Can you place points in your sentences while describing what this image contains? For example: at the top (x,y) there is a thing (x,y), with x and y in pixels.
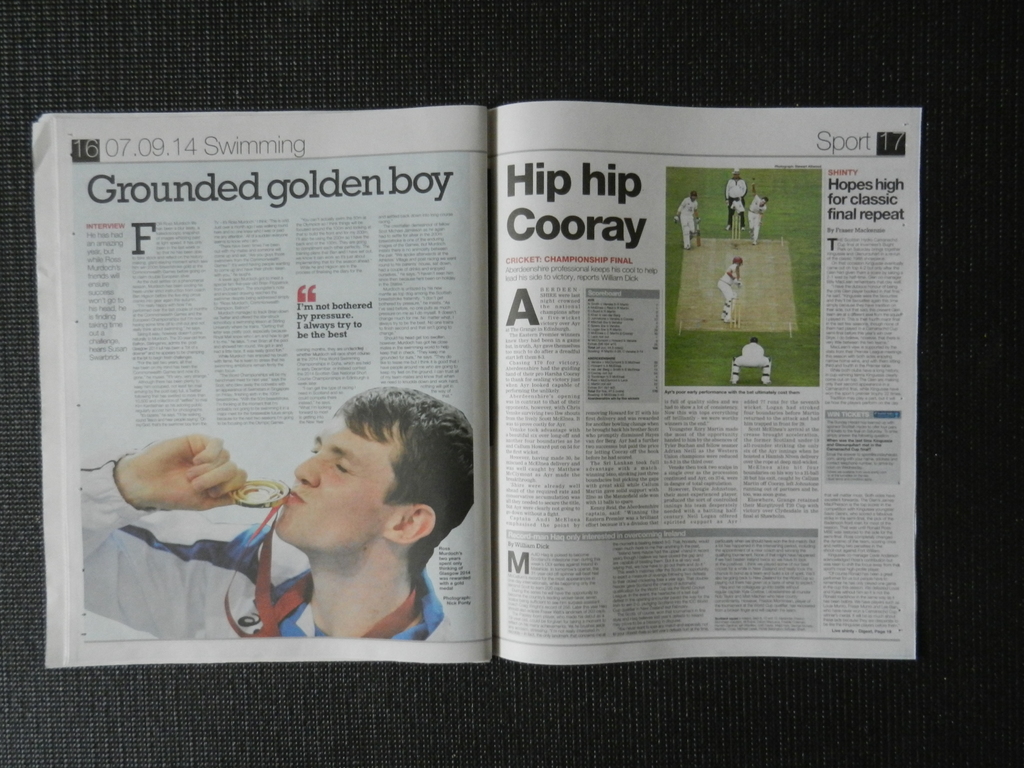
In this image, we can see a magazine (513,515).
